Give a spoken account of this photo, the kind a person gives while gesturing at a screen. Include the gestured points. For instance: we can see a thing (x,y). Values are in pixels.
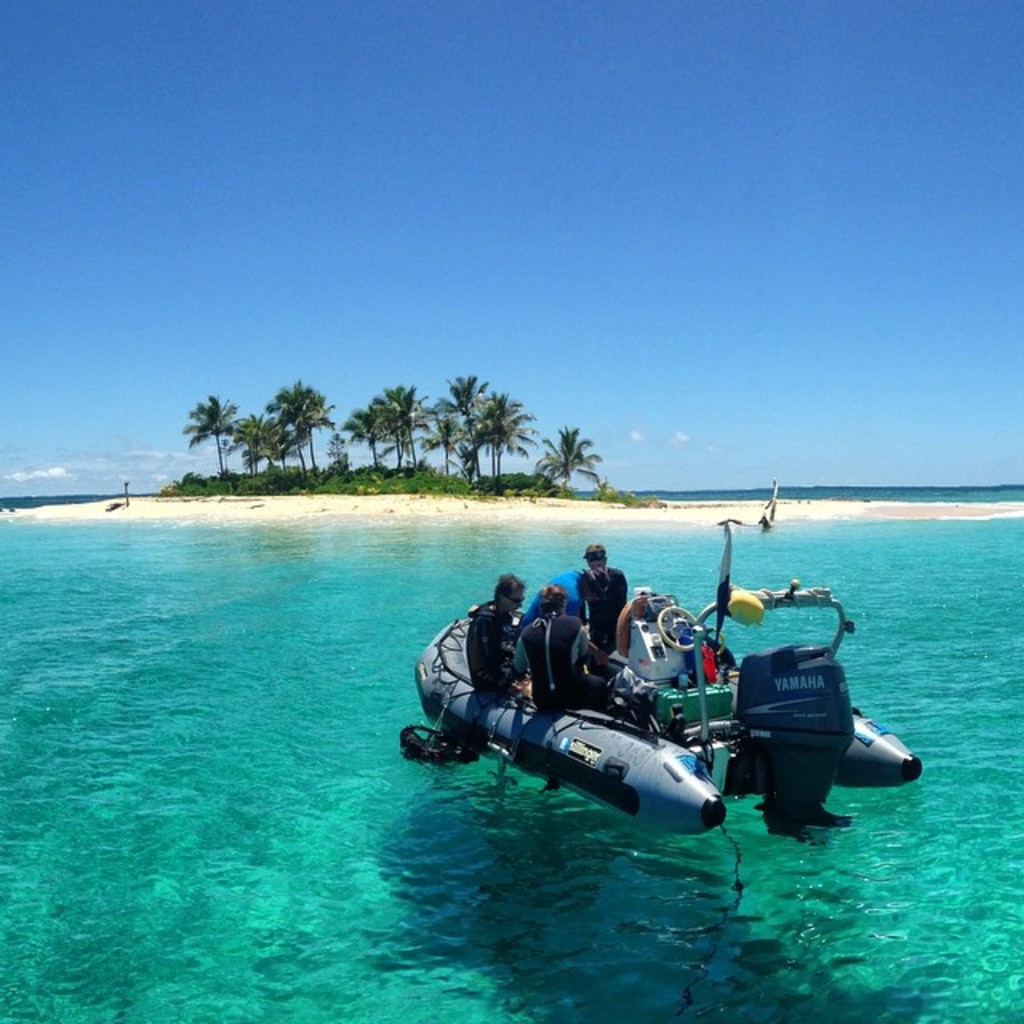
In this image we can see these persons (546,694) are sitting on the inflatable boat (856,753) which is floating on the water (301,655). In the background (350,475), we can see sand (249,510), trees (290,442) and sky (221,308) with clouds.
